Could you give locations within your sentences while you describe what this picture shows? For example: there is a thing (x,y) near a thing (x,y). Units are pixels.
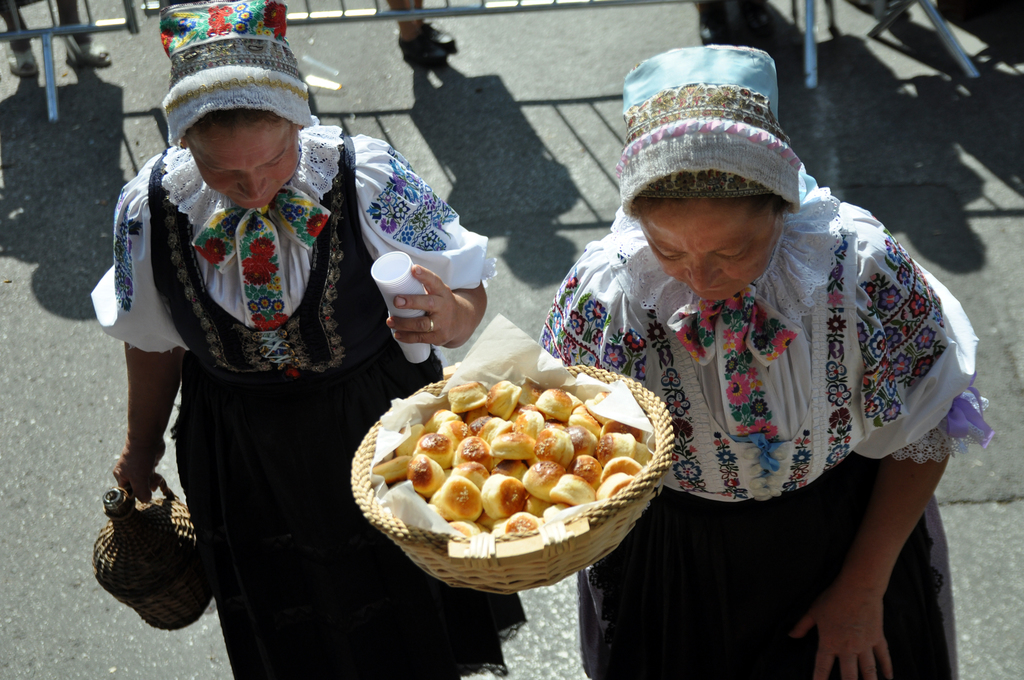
In this picture we can see two women (470,305) standing in the front (790,337), a woman (790,337) on the right side (746,556) is holding a basket (606,513), a woman (342,467) on the left side (329,460) is holding cups (416,359) and a bottle (197,556), we can see some food (536,445) in this basket (483,537), in the background (86,3) there are barricades (897,14) and some people (705,8), we can see shadows (811,122) of people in the middle (556,240).
